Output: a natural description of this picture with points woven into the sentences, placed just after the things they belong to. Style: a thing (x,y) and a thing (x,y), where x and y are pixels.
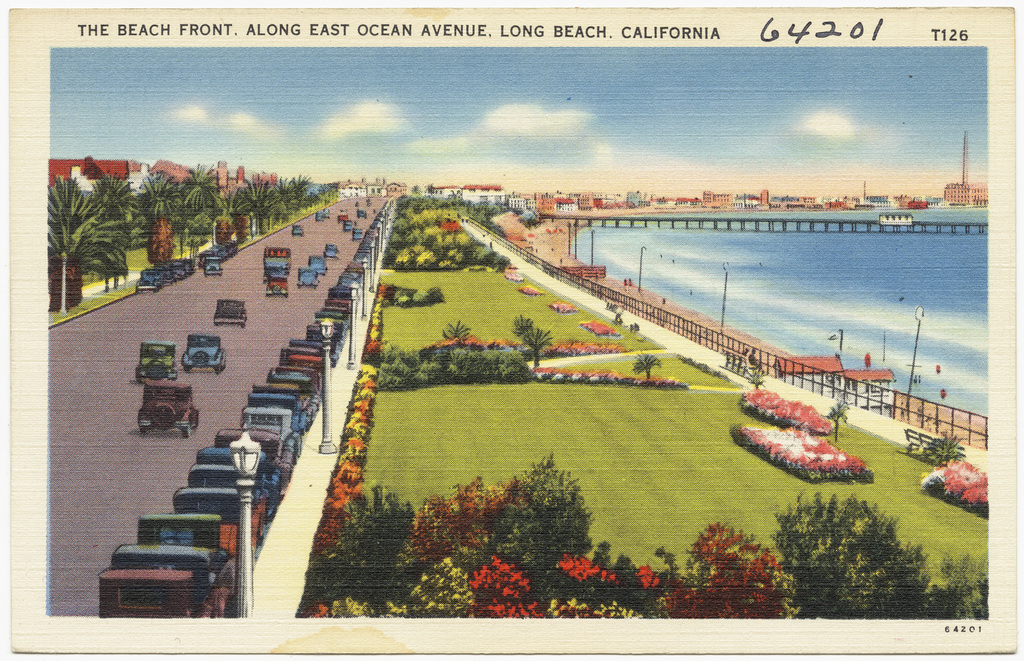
In the foreground of this poster, there are vehicles (198,353) on the road (233,408), few trees (149,242), and buildings (243,170) on the left (212,385). On the right (933,297), there are poles (915,336), waters (805,344), grass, plants (787,413), trees (789,582), railing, few buildings (867,381), benches (907,435) and the path (680,335). In the background (597,204), there are buildings (761,204), a bridge (754,229) and the sky (641,80).
